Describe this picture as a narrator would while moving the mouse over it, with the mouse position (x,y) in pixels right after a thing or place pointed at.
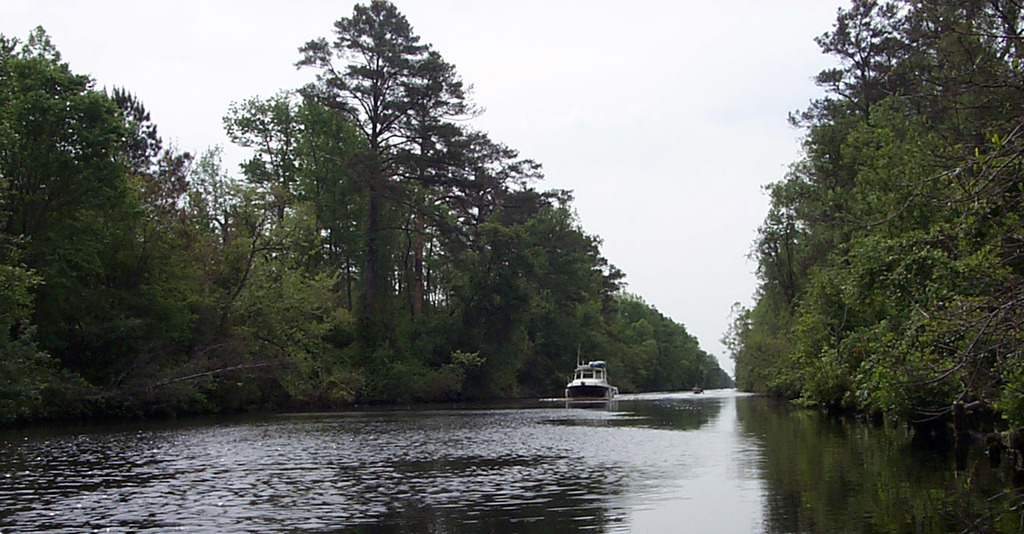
In this picture we can see a boat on the river (607,463) surrounded by green trees (417,236) and plants (872,272). The sky (658,303) is bright.
